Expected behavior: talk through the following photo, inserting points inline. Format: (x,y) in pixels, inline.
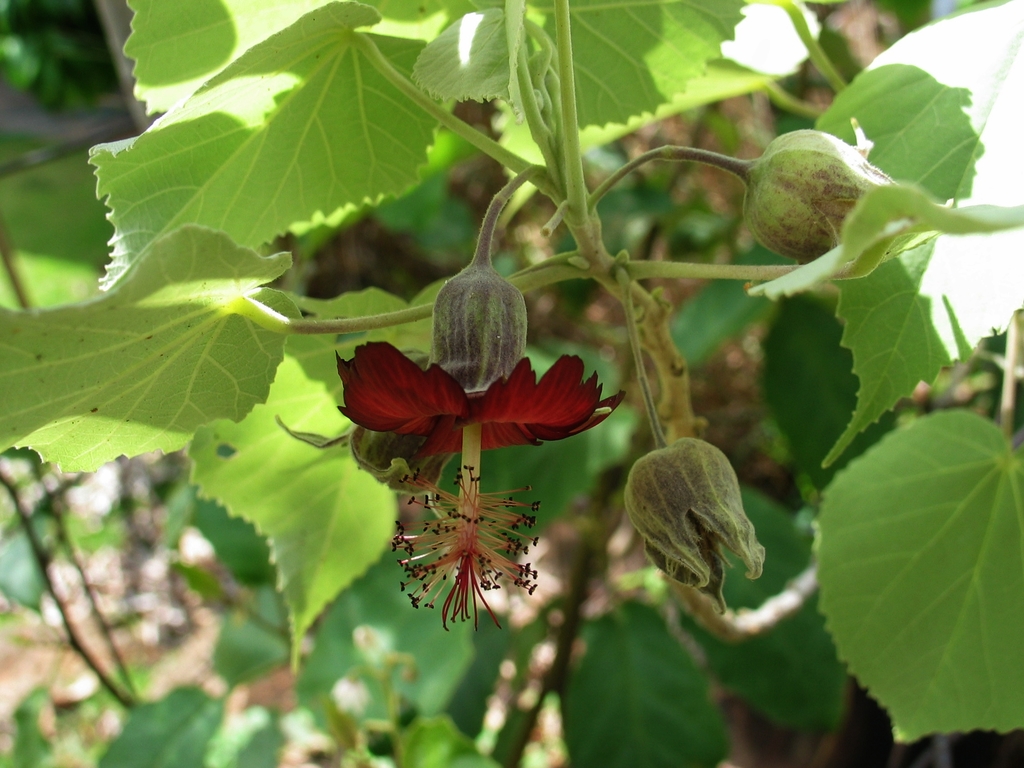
In this picture I can see a flower (459,375) in the middle (483,372), there are buds (820,176) and plants (829,589) in this image.
